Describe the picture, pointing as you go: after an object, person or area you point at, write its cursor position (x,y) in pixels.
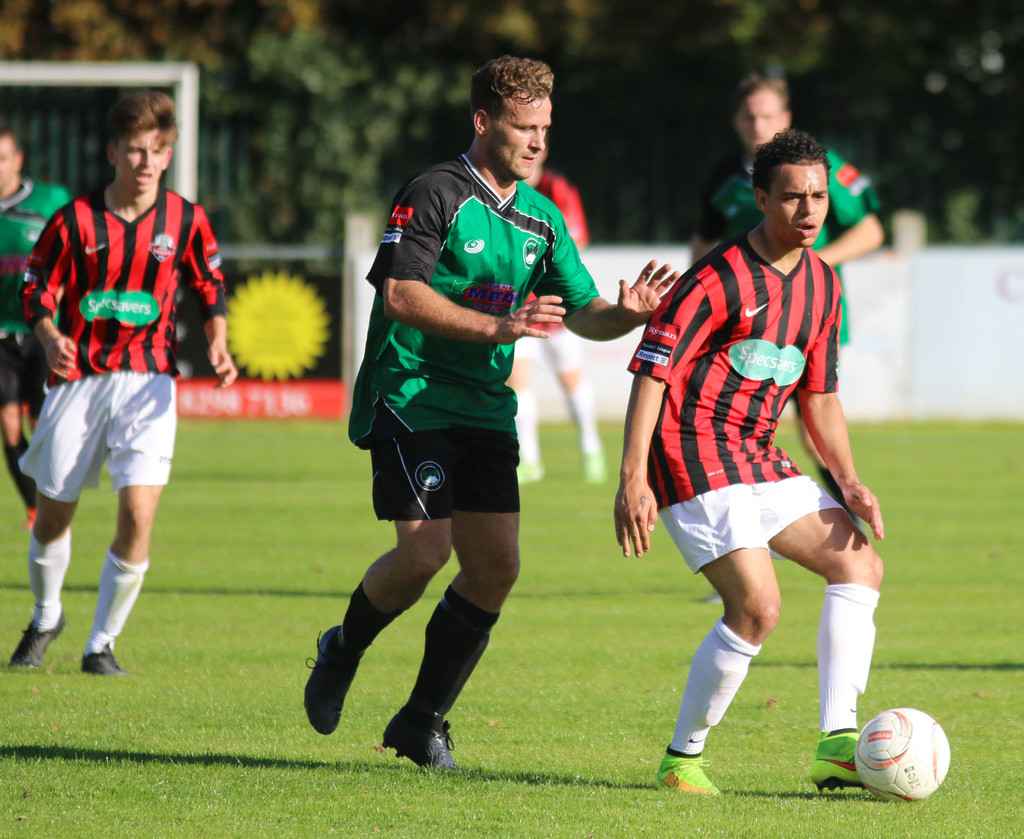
In the image we can see few persons (551,287) were standing. Three of them were in red color t shirt (163,280) and remaining were in green color t shirt (563,284). On the right (941,727) we can see one ball (891,712). In the background (290,99) there is a tree (330,145), banner (303,362) and grass (319,494).
